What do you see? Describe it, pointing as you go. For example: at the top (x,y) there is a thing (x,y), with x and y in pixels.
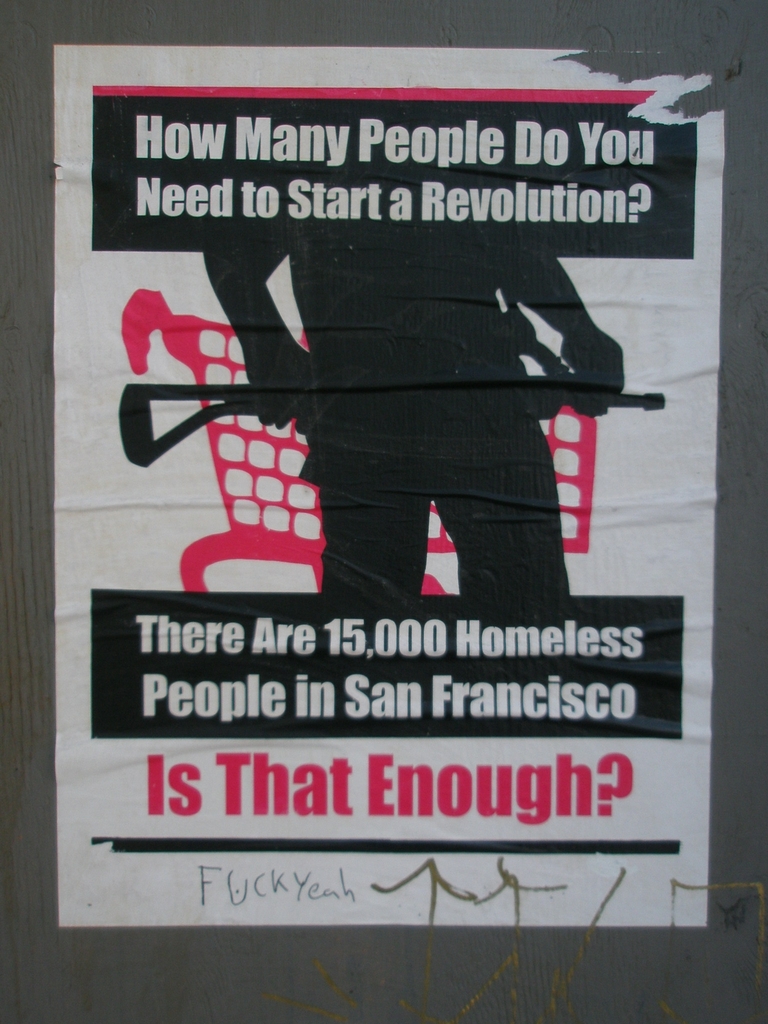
In this image I can see a poster (202,224) which is attached to the wall (710,32). On the poster (396,307) I can see some text (212,626) and an image (277,424) of a person (374,429).
